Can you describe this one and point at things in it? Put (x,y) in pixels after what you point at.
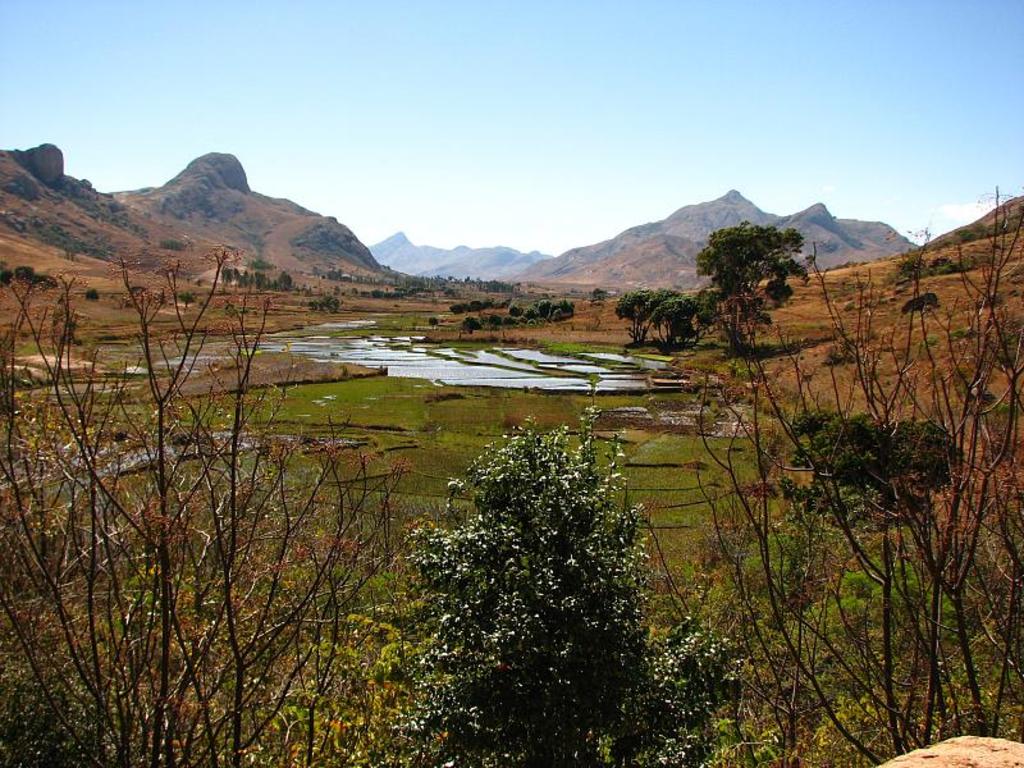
In this picture I can see the farm land (615,429), water (599,376), trees (692,326), plants (520,309) and grass (650,461). In the background (26,189) I can see the mountains (202,239).
